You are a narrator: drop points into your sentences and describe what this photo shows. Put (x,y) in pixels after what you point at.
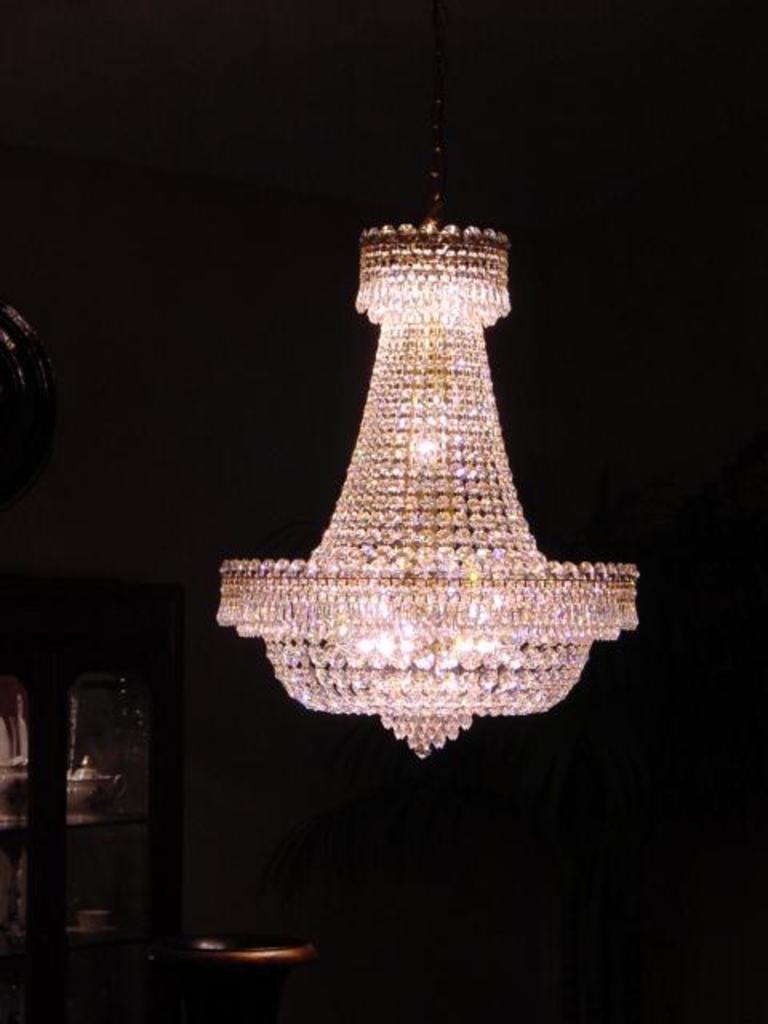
At the center of the image (331,673) we can see a chandelier (471,538) and on the bottom left corner of the image (141,1010) there is a cupboard (112,995) with some objects (17,909) in it.
